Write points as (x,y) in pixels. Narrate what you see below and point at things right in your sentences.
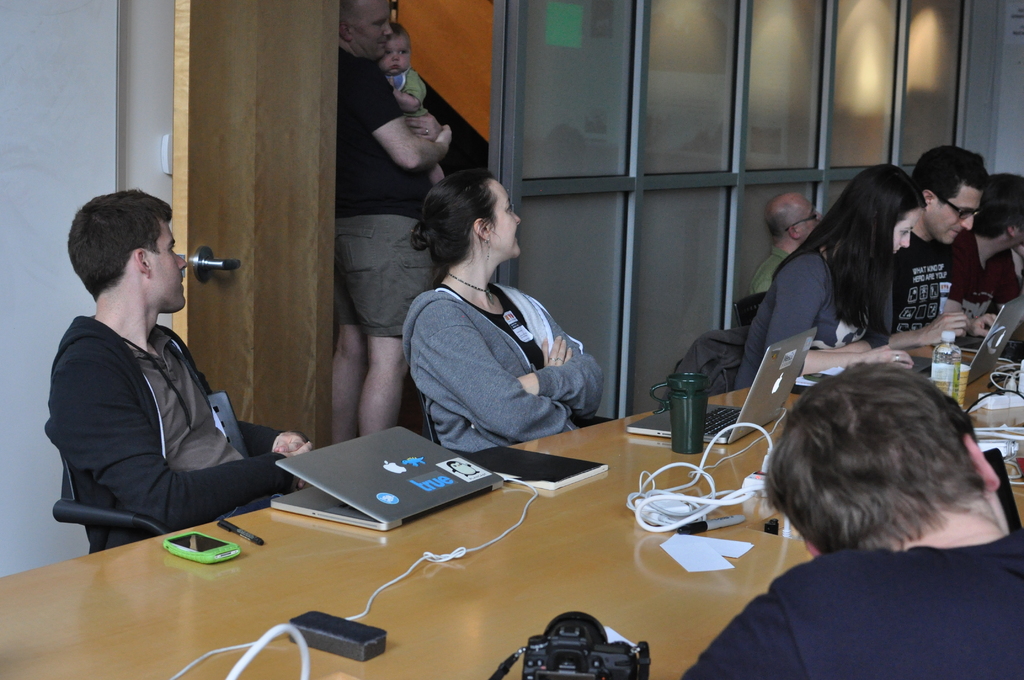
In this image there are a few people (833,465) sitting on their chairs (698,359), in front of them there is a table (346,587). On the table (498,522) there are laptops (443,496), bottles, mobile (234,550), pen (738,514), cables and a few other objects (711,539). In the background (503,267) there is a wall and an open door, there is a person (385,82) standing and holding a baby (389,65).
